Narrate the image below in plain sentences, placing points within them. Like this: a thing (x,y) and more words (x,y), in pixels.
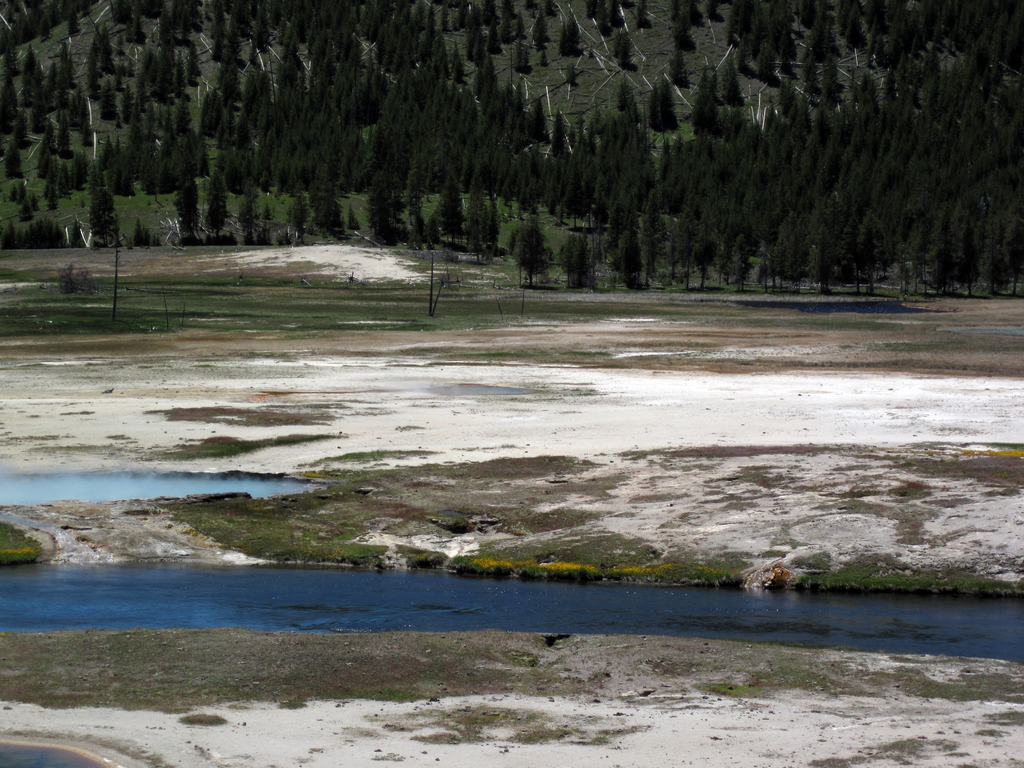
In the background of the image (476,122) there are trees (467,230). In the center of the image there is water (352,591). At the bottom of the image (439,759) there is sand (404,758).
